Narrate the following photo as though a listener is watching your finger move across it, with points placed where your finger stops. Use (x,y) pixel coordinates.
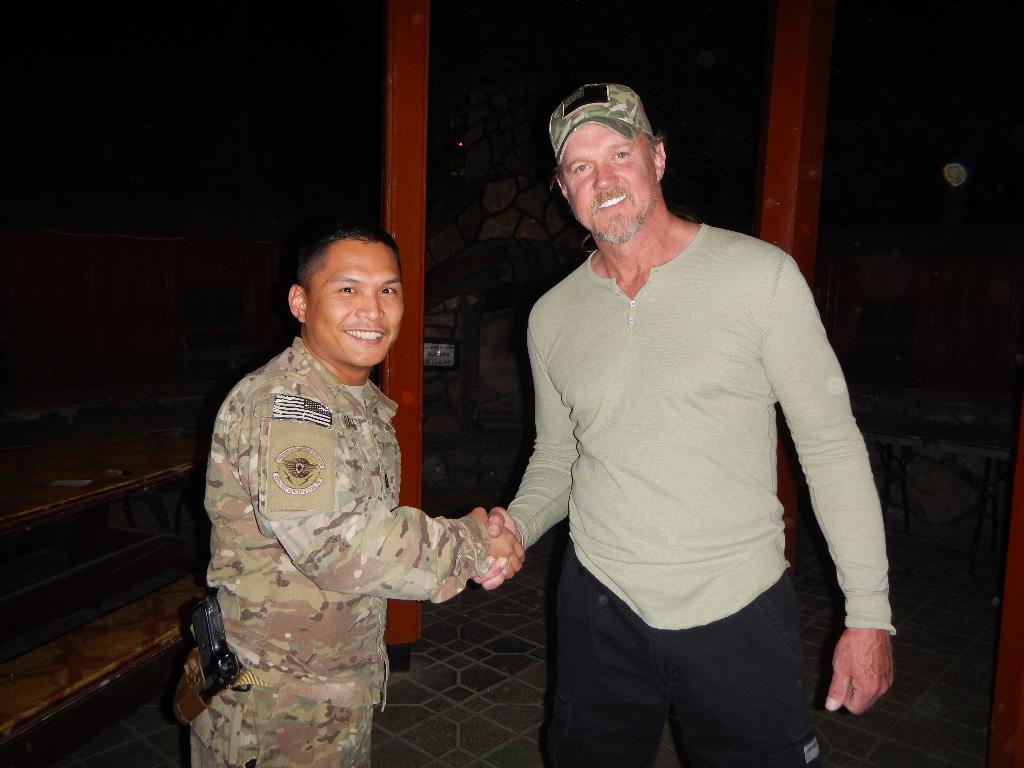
In this image we can see two persons (462,567) standing and smiling, there are poles (416,104) and a table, also we can see the background (238,211) is dark.
